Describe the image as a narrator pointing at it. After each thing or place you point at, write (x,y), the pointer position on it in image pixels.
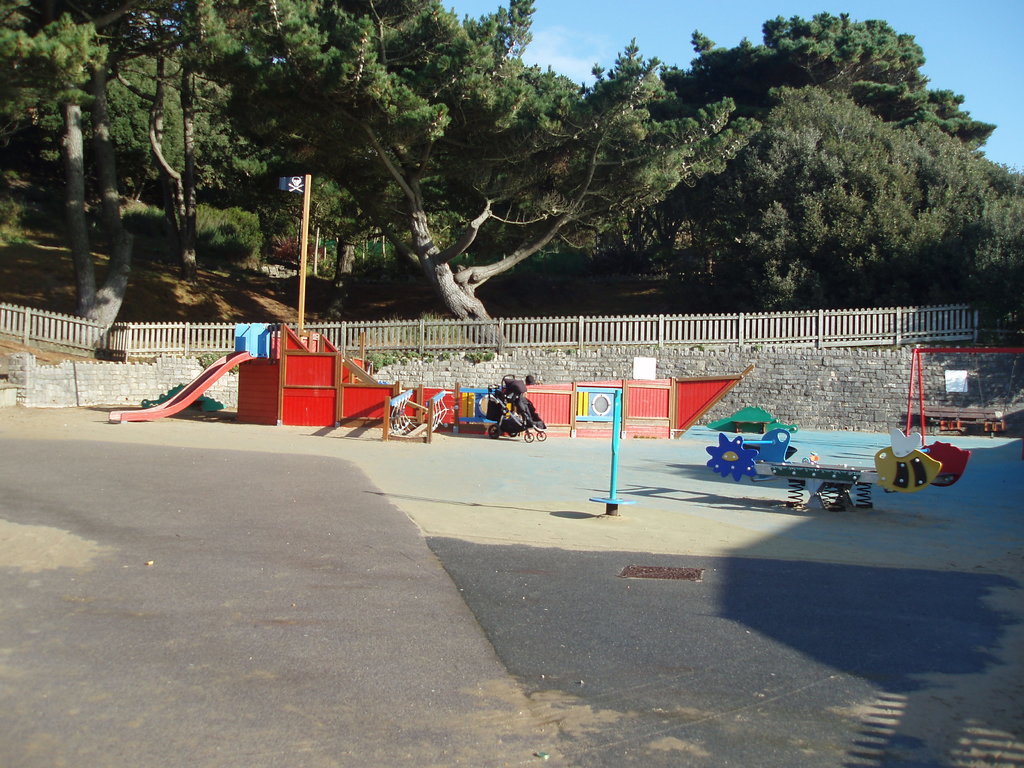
In this image we can see a baby carrier (517,411) placed on the ground (494,440). To the left side of the image (308,180) we can see a slide (131,417), a flag (297,186) on a pole (309,193). To the right side (754,443), we can see several toys (797,479), group of poles (923,417). In the background (824,176), we can see a wooden fence (332,339), a group of trees (670,176) and the sky (585,45).
